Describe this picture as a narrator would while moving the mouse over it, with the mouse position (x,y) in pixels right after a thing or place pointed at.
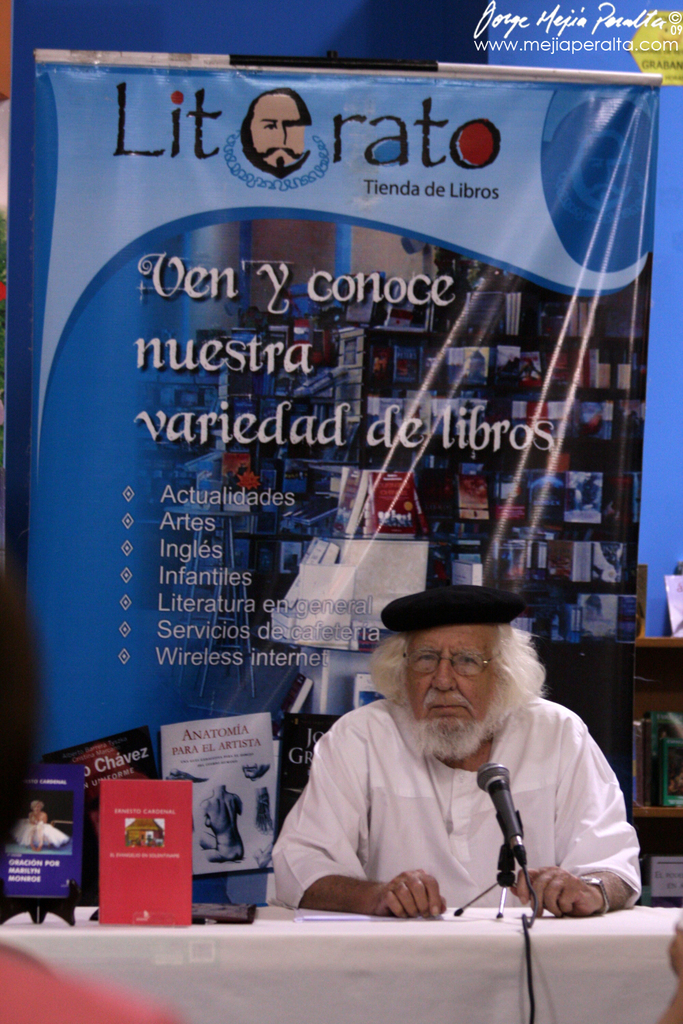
In this image we can see a man (419,782) sitting. He is wearing a cap (424,596), before him there is a table (545,996) and we can see boards (188,893) and a mic (514,860) placed on the table (492,907). In the background (561,468) there is a banner (419,302).
